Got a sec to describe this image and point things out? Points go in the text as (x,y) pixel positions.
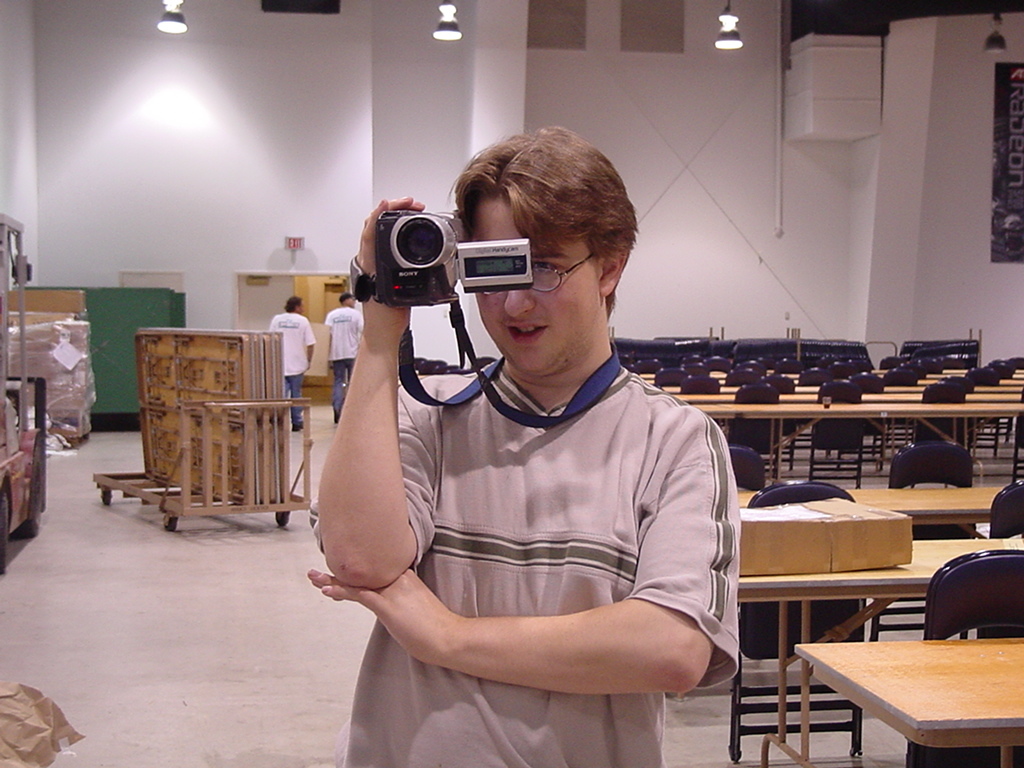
One person (518,453) is holding a camera (399,294) behind him two persons (332,332) are walking. It is a big hall (293,460) where number of chairs (837,425) and tables (914,644) are present with white walls (200,213) and the roof lamps (445,28) hanging from the roof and the door (273,299) is present in front of the people (301,428).
